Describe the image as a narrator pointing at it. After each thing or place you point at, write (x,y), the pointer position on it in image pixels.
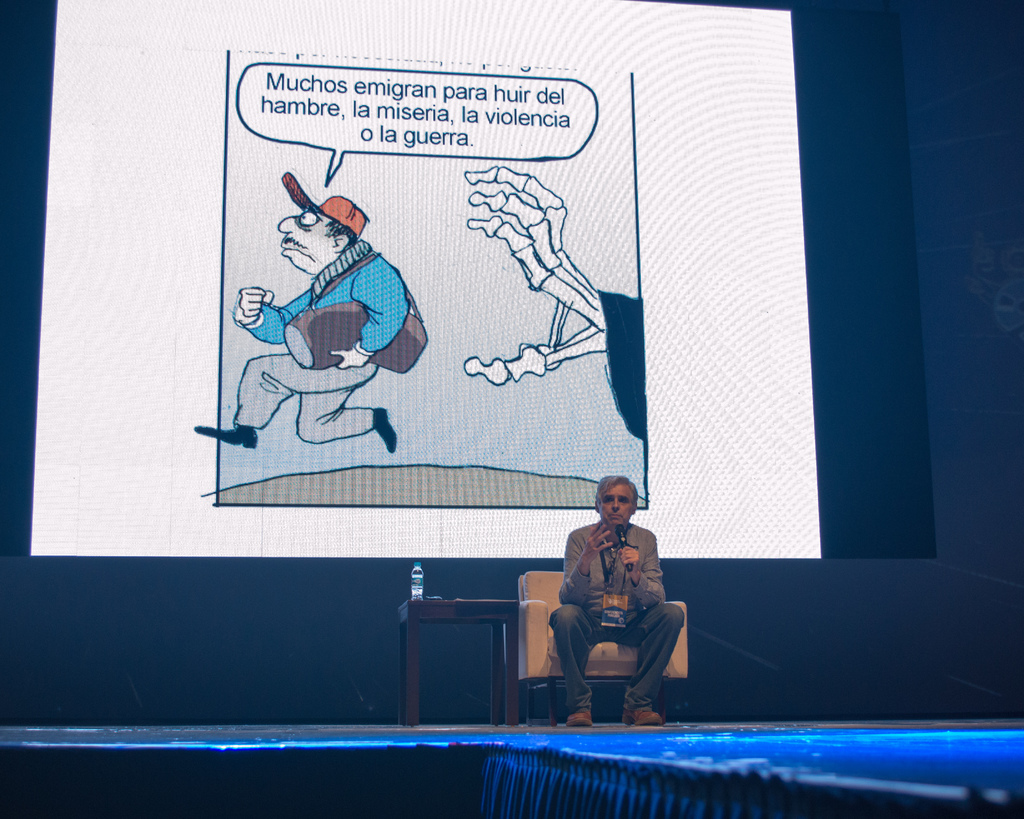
In this picture we can see a man (607,560) holding a mic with his hand (639,553) and sitting on a chair (535,617) and beside him we can see a table (491,610) on the floor (622,726) with a bottle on it and at the back of him we can see a screen (497,285).
